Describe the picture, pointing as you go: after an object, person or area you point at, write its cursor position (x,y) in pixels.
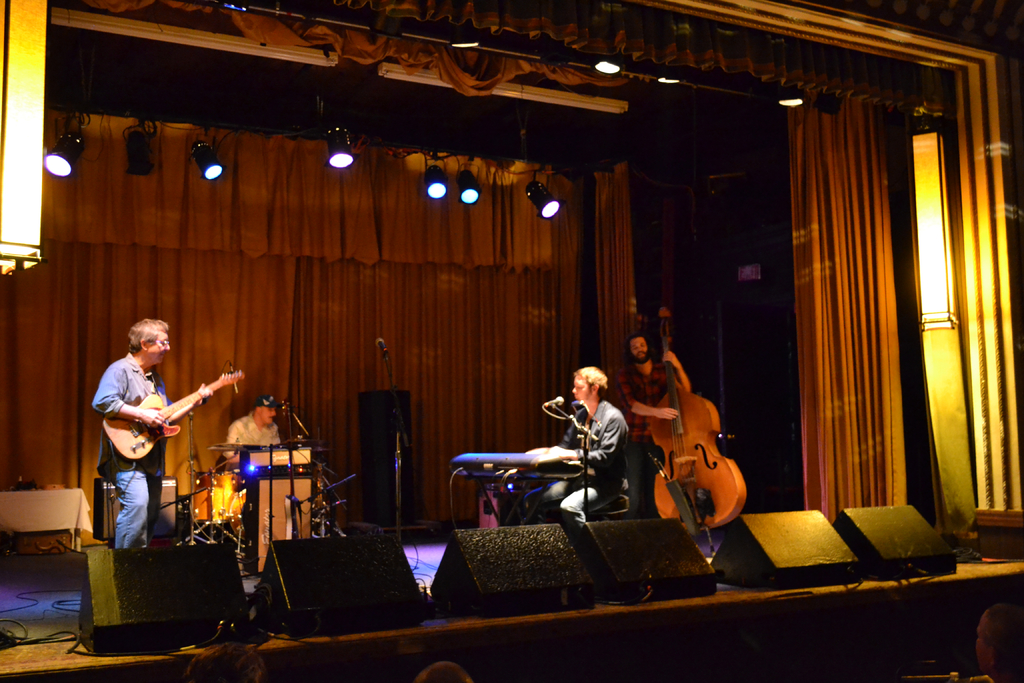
As we can see in the image there are lights (72,159), curtains (449,217), four people (655,382) on stage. The man (643,440) on the left (151,407) and right side (701,452) is holding instruments (222,380) and these two people (597,460) are sitting on chairs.
